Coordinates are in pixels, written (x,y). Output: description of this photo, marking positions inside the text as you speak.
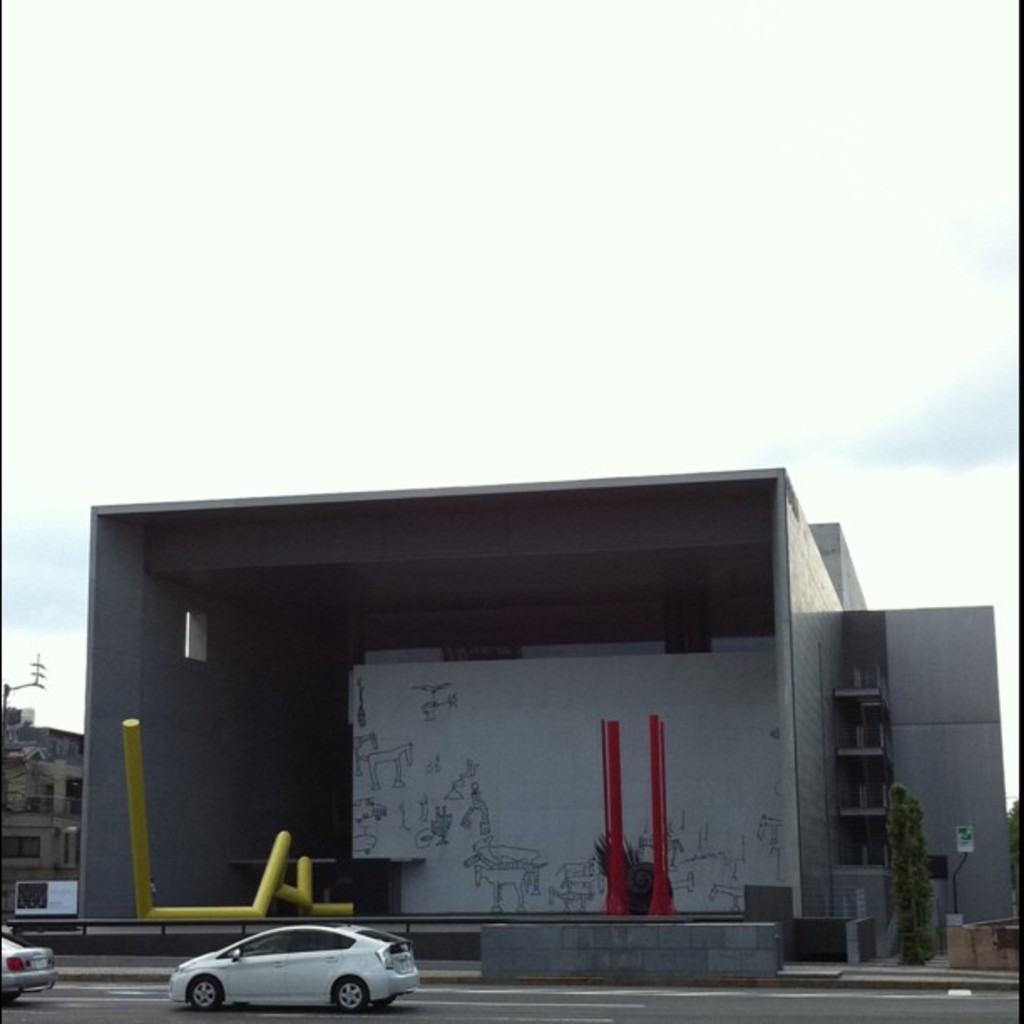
In the center of the image (411,603), we can see a building (605,697) and here we can see a board (459,747) with some text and there are stands (659,865), tables (370,865), trees (904,869), railings (91,923) and there is another building (33,785). At the bottom (369,979), there are vehicles (369,978) on the road (634,1021). At the top (425,317), there is sky (394,308).
